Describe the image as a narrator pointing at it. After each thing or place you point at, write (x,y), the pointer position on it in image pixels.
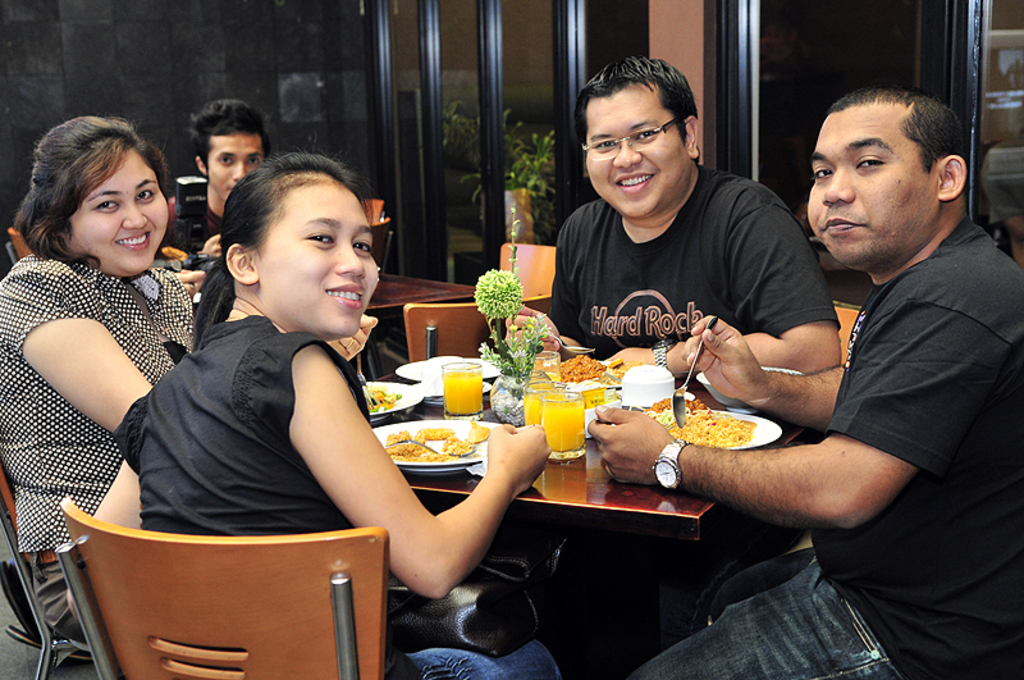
In a room (574,58) there are people (86,385) sitting on a chairs (286,604) in front of table (624,501) there is food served in plate (448,361) with glasses (460,367) of juice (447,378) and flower vase (505,389).
